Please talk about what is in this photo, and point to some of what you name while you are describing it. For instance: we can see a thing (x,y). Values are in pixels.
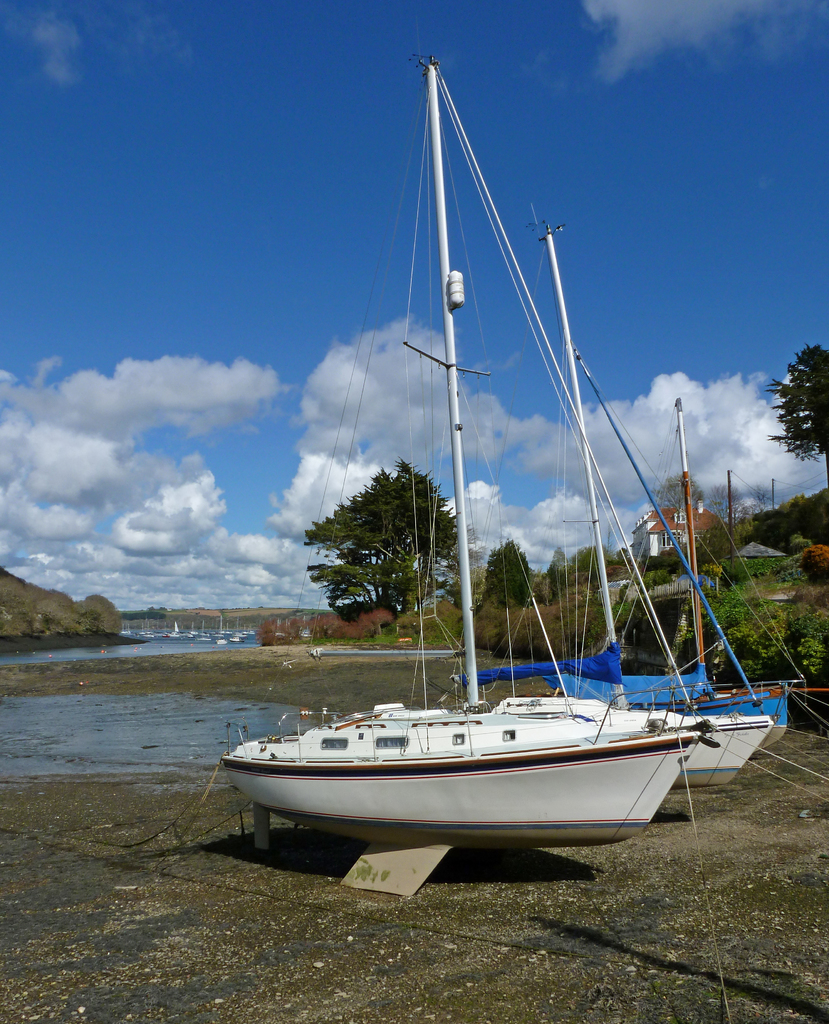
This image consists of three boats (558,766) in white and blue color. At the bottom (301,973), there is ground (266,975). In the background (125,698), there is water (208,648). To the right (722,493), there are trees (806,570). At the top (174,274), there are clouds (80,388) in the sky (79,344).
